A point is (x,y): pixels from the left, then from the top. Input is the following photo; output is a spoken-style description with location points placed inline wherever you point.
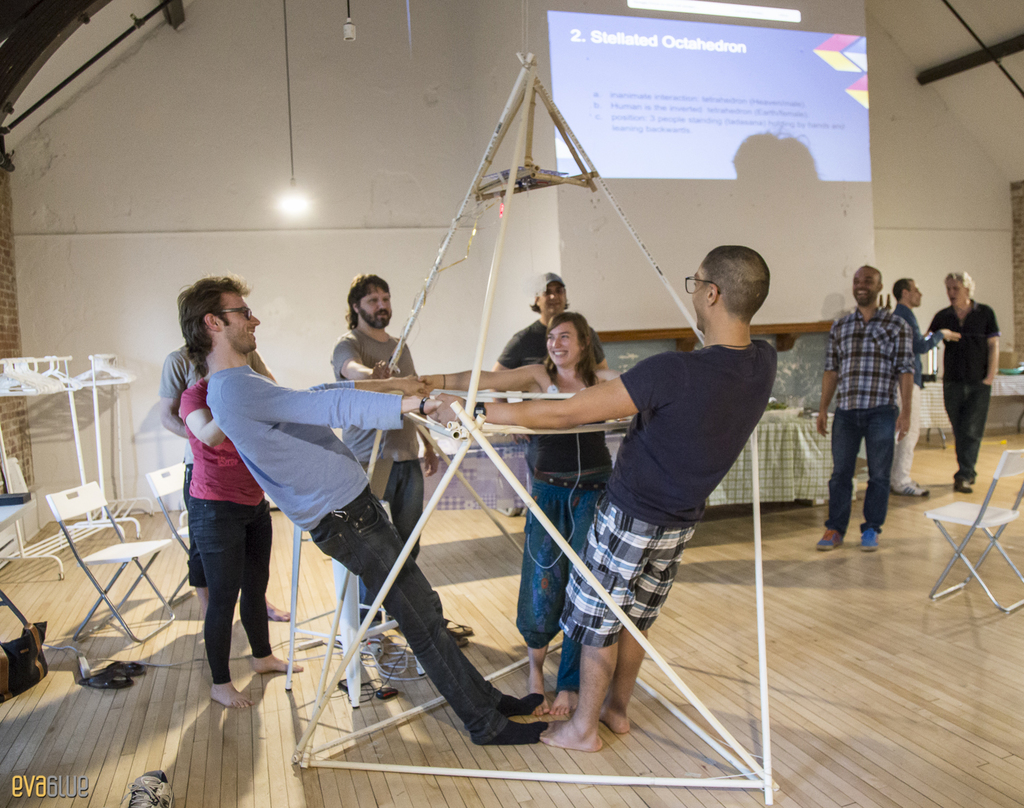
In this image we can see group of people (373,407) are standing and holding hands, there are white stands (349,578), there is a table (787,427), and some objects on it, there are persons (957,356) standing on a floor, there are chairs (59,520), at the back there is a screen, there is a light (303,205), there is a wall (332,225).
